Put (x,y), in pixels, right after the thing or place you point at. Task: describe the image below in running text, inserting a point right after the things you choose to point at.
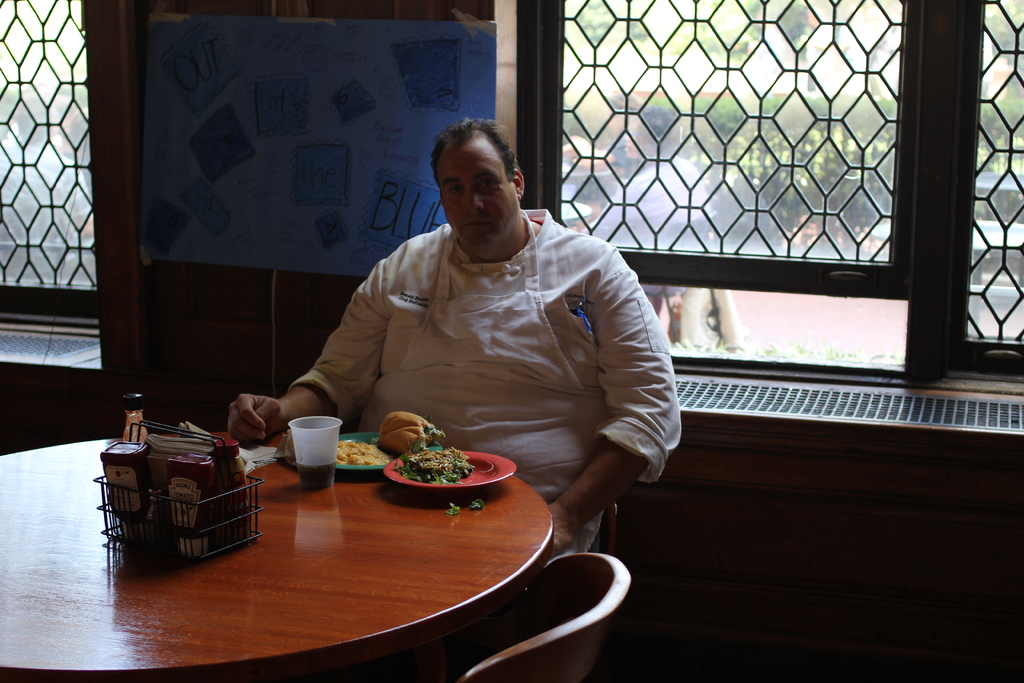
The image is inside the room (872,666). In the image there is a man (481,446) sitting on chair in front of a table (473,523), on table (356,492) we can see plate (443,476) with some food (424,456), glass (333,451) and a basket (243,491). In background (317,156) we can see charts (333,158), windows (780,160) which are partly open, trees (791,152).
